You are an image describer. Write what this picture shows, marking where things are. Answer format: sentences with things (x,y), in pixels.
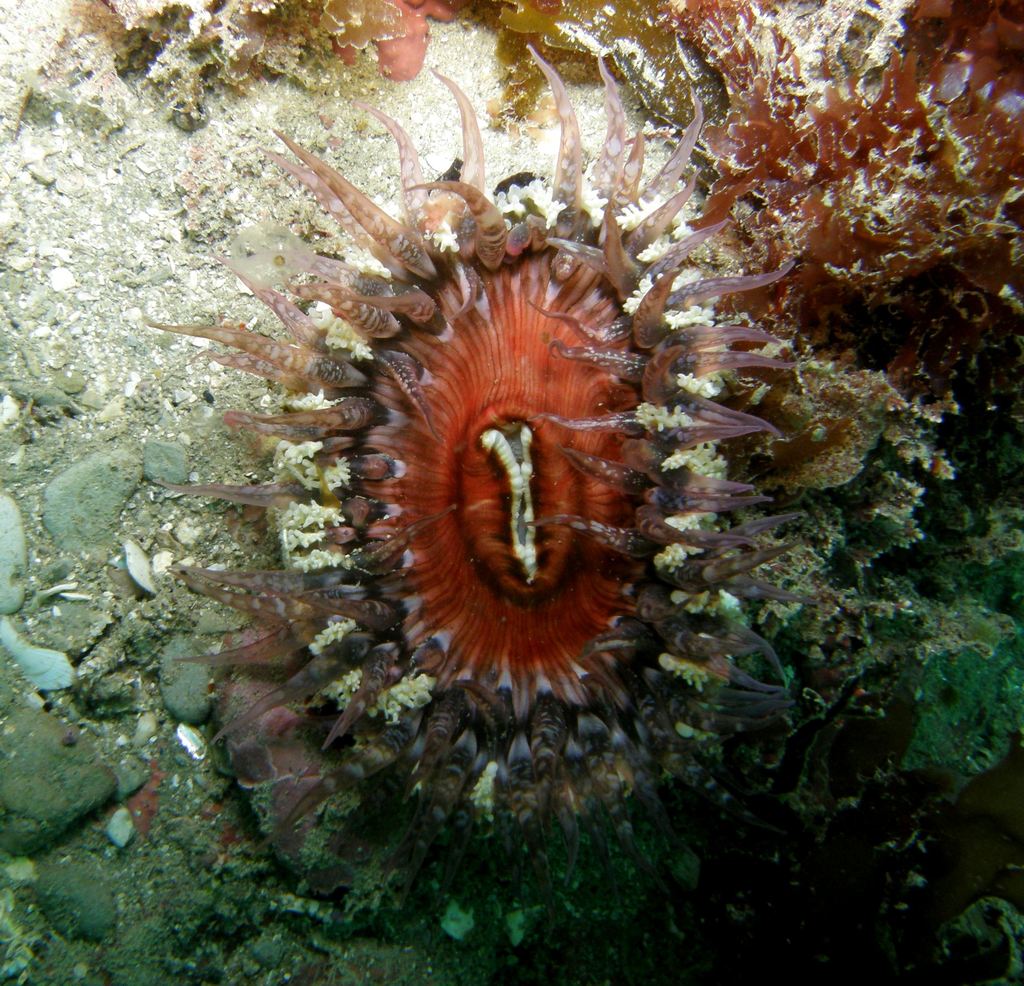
In this image in the middle (625,573) we can see, there is a sea anemone (664,466) and there are many rocks (112,496).
